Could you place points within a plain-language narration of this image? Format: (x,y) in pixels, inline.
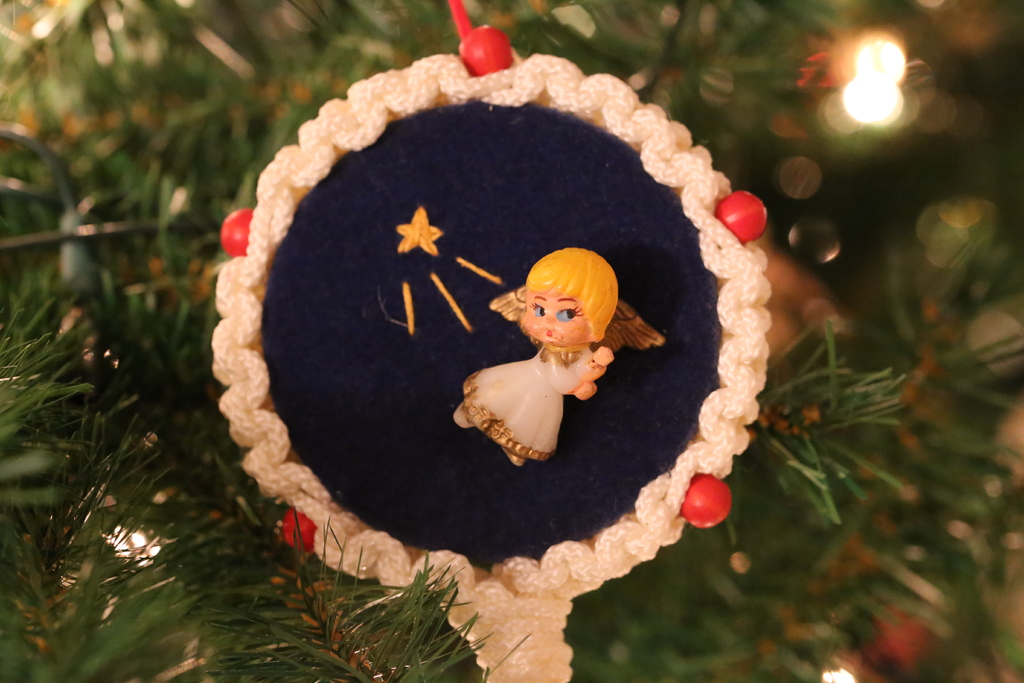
In this image there is a Christmas tree (103,305) in the middle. On the tree (115,480) there is some decorative item (311,369) on which there is a small doll (528,367).
